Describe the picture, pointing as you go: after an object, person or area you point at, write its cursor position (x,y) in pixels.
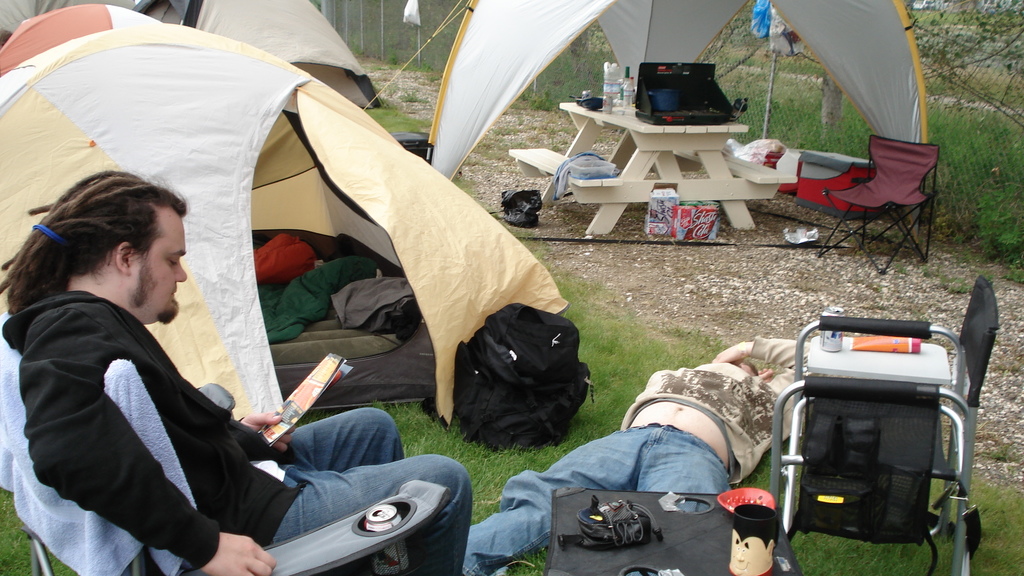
In this picture I can see a man (160,229) sitting on the chair (213,402) and a holding a paper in his hand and I can see another man (680,430) lying on the ground (630,379) and I can see few bags (569,356) and couple chairs (880,358) and a bench (655,139). I can see couple of bottles (614,85), few items (688,86) on the bench (623,124) and I can see grass (953,198) on the ground (850,119), a metal fence (816,85) and few clothes (286,317) in the tent (368,379).
